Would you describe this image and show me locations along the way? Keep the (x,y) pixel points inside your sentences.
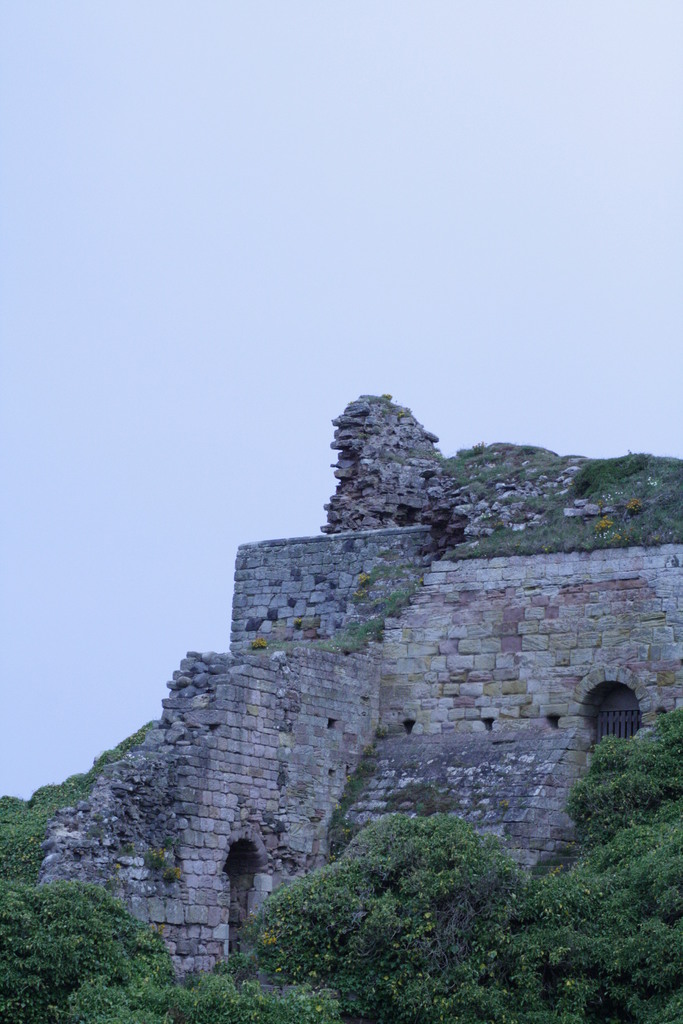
In this picture I can see there is a fort (375,633) and there are trees (447,953) and the sky (302,308) is clear.
